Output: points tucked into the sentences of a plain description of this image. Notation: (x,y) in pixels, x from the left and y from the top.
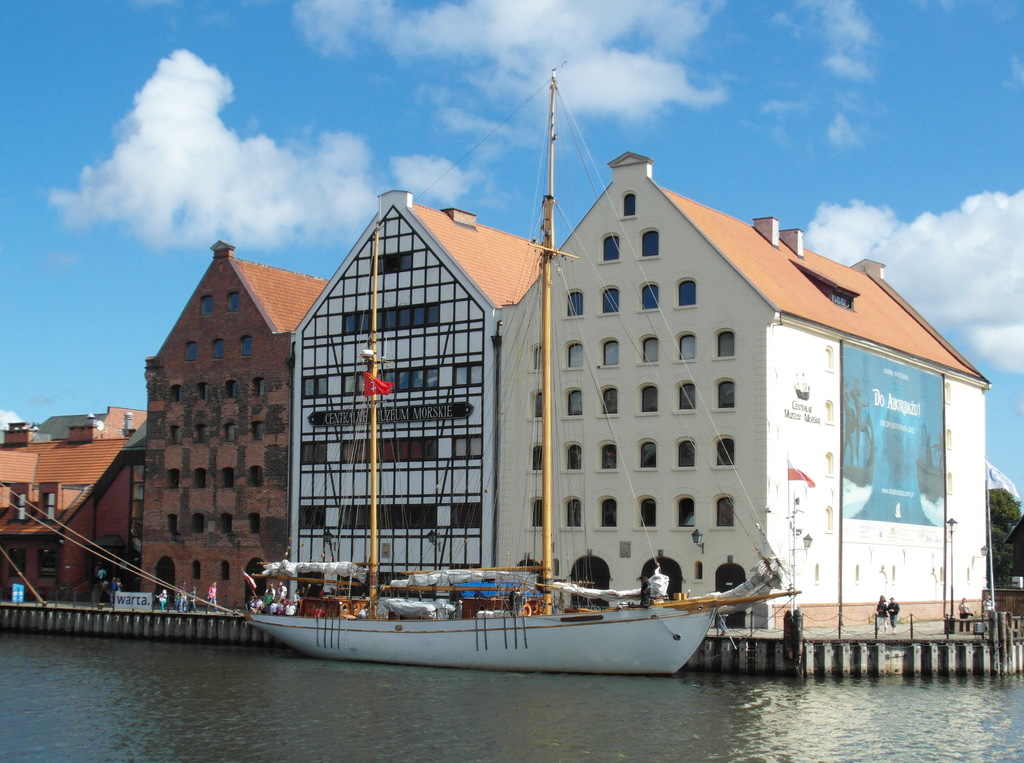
This image is clicked outside. There is water (527,703) at the bottom (457,704). There is a boat (489,667) at the bottom (481,634). There are buildings (429,529) in the middle (489,349). There are some people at the bottom (112,588). There is sky (284,179) at the top (284,179).
